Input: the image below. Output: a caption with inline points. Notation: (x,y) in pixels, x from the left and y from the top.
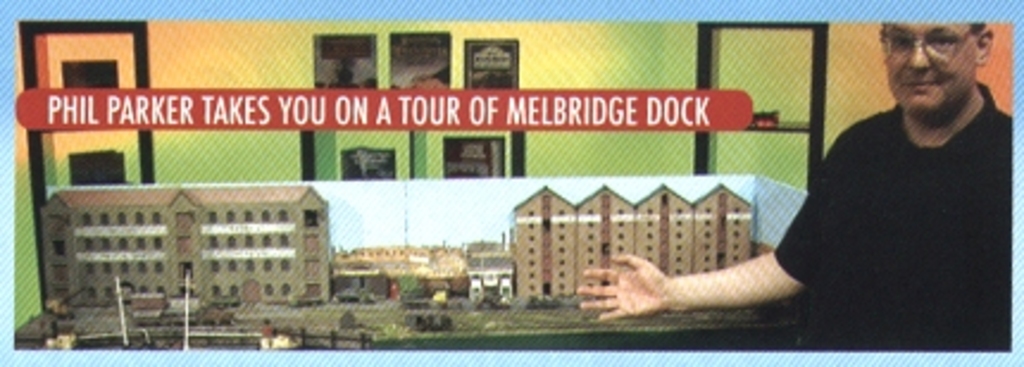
This is an edited image. In this image we can see a person (855,218) showing the picture (475,265) of some buildings (142,258) with roof (301,194) and windows (287,240). We can also see some houses (413,270), poles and the sky (458,204). On the top of the image (435,108) we can see some frames (84,165) and some text (701,123).
